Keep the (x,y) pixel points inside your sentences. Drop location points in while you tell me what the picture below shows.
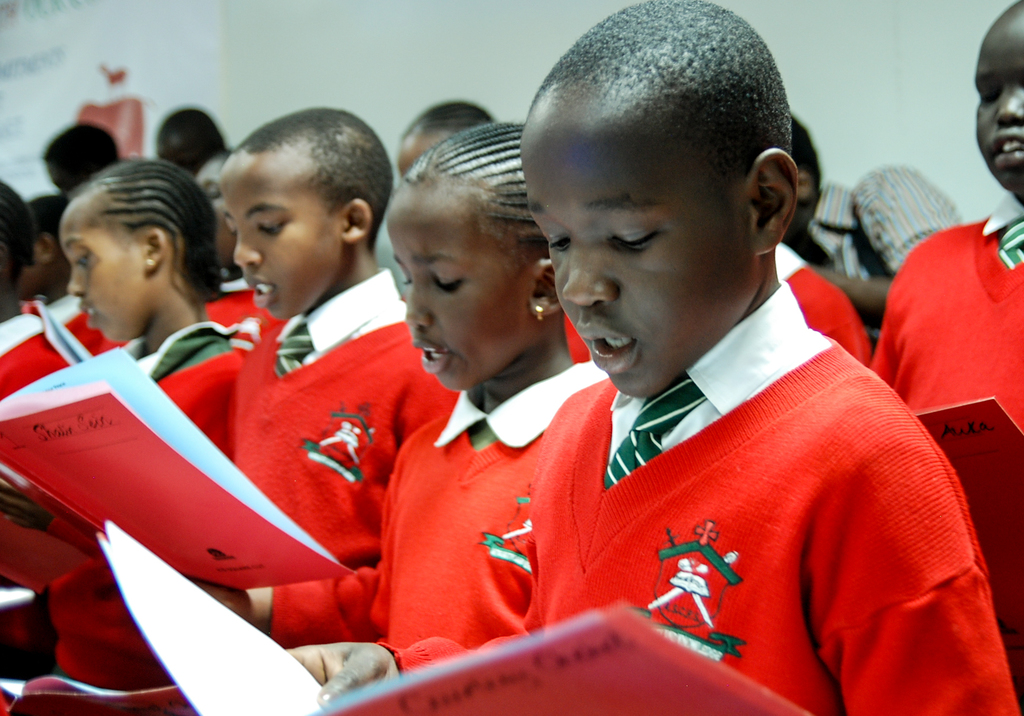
There are kids (292,202) holding books (220,610). In the background (302,80) we can see wall (267,55) and poster (215,74).
